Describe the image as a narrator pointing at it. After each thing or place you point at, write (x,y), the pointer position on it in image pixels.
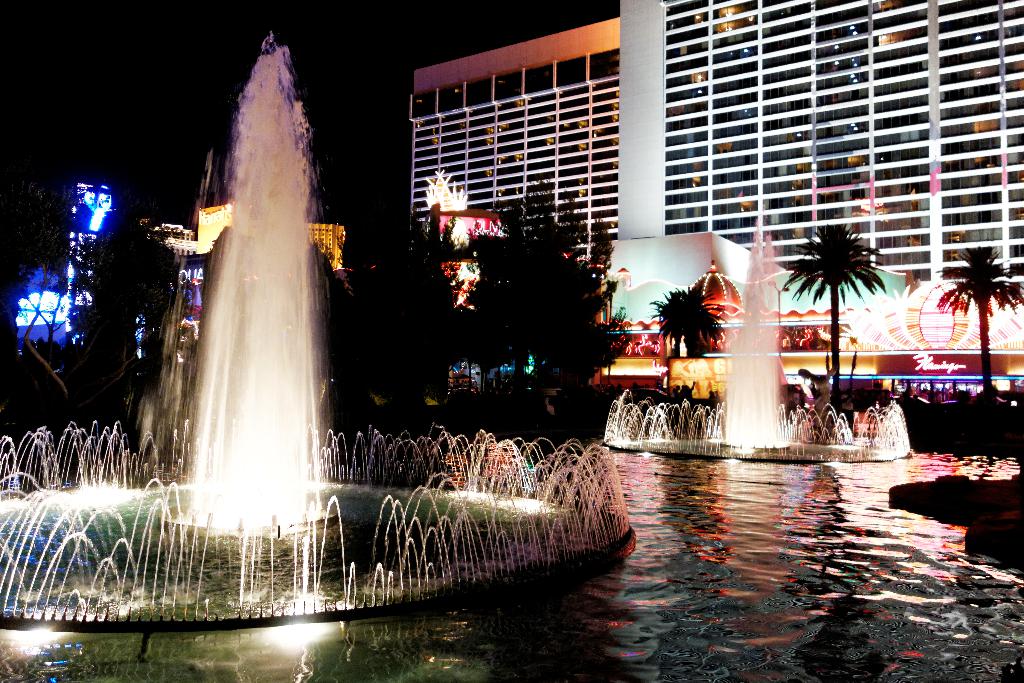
In this image we can see buildings (630,104), electric lights (954,343), sky (216,83), trees (590,332), fountains (647,401), water (636,582) and stalls (919,390).
